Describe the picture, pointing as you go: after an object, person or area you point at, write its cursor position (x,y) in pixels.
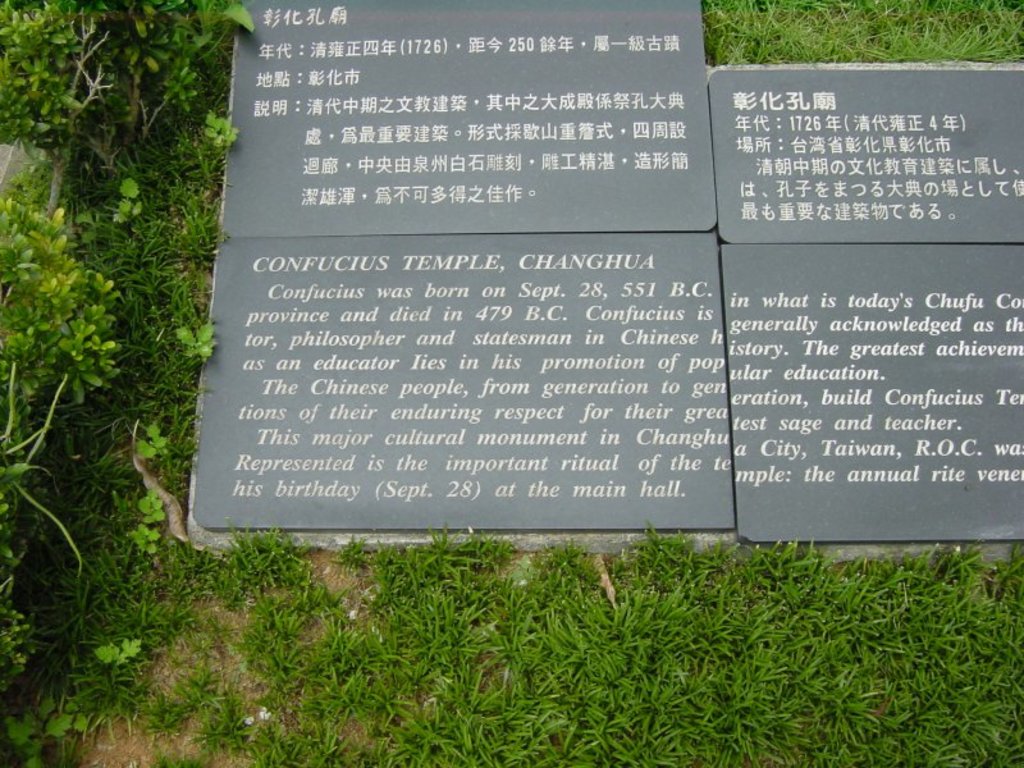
In this picture we can see text (914,399) on the marble (753,271), and we can find few plants (197,316).
